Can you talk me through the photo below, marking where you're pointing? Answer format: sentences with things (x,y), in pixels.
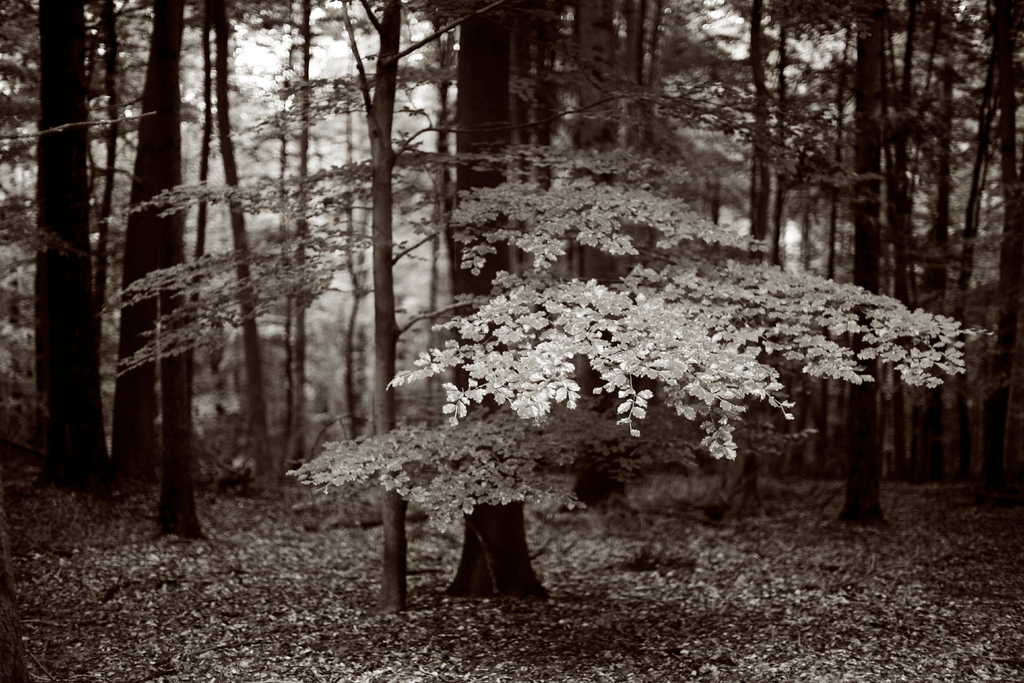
In this image, we can see there are plants (169,63) which are having leaves (735,268) on the ground (160,647). And the background (1006,63) is blurred.
